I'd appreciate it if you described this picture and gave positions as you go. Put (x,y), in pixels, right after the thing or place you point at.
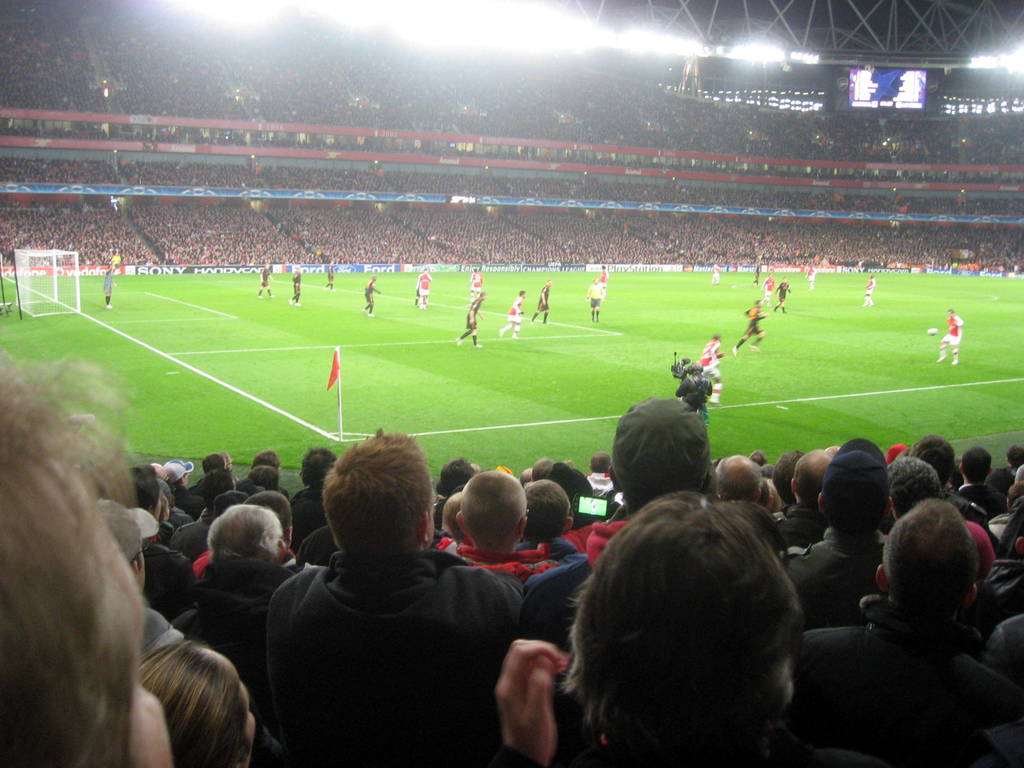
This picture is clicked outside. In the foreground (389,649) we can see the group of persons (782,539) seems to be sitting. In the center (483,276) we can see the group of persons (756,309) seems to be playing football. On the left (57,283) we can see the net (40,289) and a flag (332,365) attached to the pole (341,432). In the background (561,130) we can see the digital screen (851,84), metal rods (857,52), focusing lights (757,104) and group of persons (760,203) and we can see the text (172,273) on the banners (639,269).
